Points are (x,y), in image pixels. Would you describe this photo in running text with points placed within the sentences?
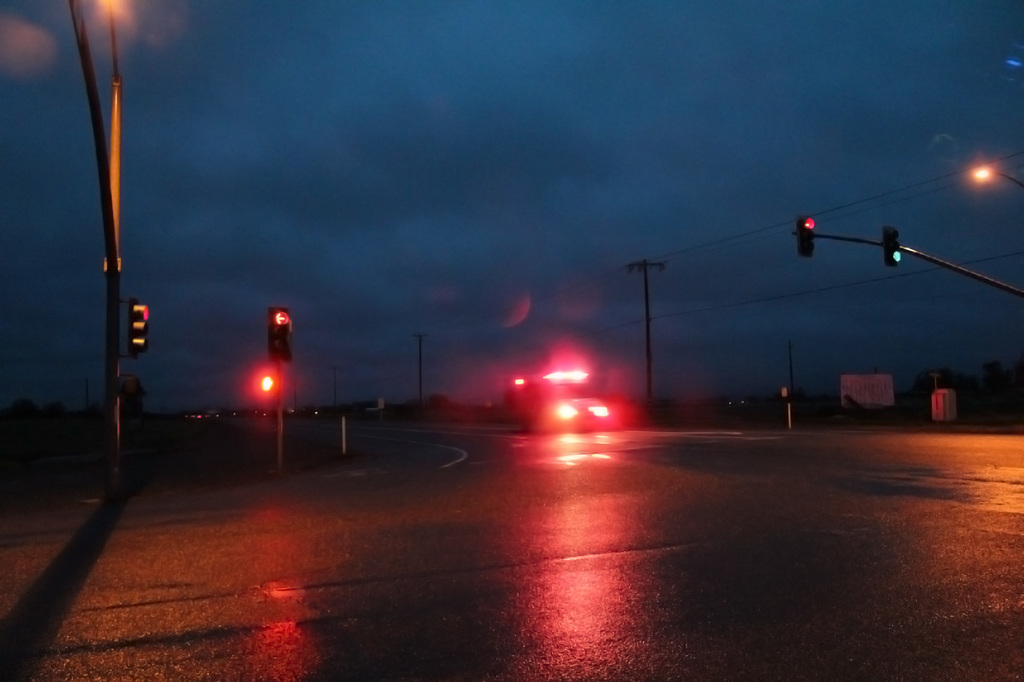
This picture is taken during night, in the picture there is a road (674,453), on the road (795,487) there is a vehicle (551,387), beside the road (827,497) there are traffic signal lights (806,227), power poles (645,264) and power line cables (835,289) visible, at the top (368,78) there is the sky (411,93).
